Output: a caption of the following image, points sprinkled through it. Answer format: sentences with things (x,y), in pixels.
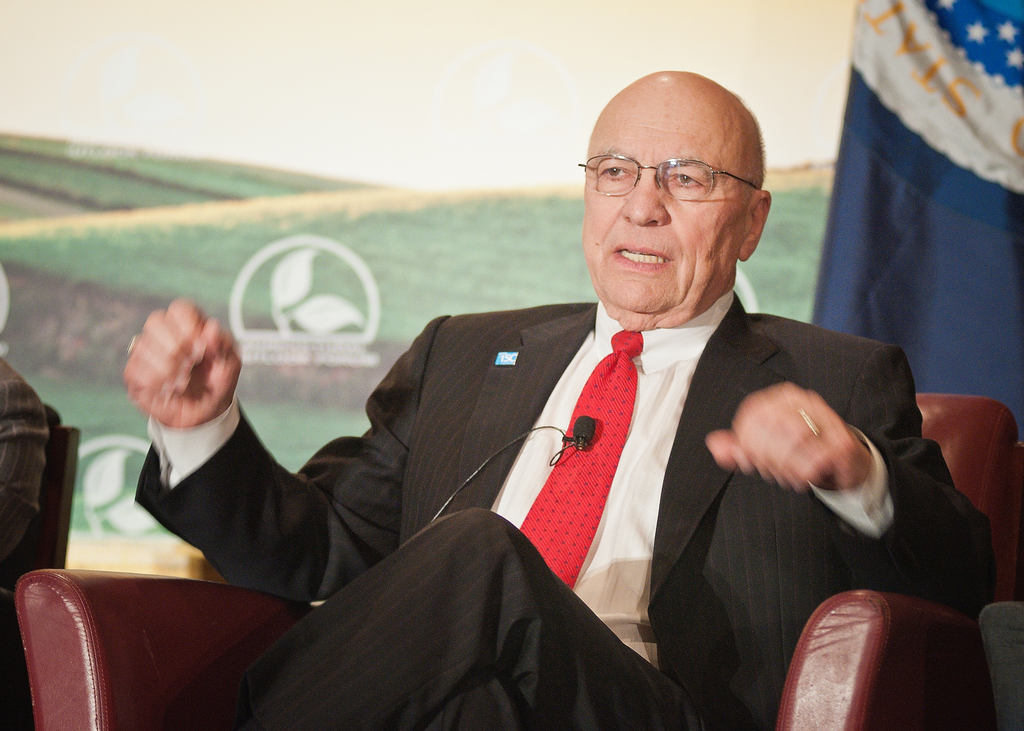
In this picture there is a man (505,405) sitting on the chair (204,595). There is also another person (30,467) sitting on the chair (58,500). There is a blue cloth (912,208) to the right (920,262) and a poster (373,252) in the background (420,200).
